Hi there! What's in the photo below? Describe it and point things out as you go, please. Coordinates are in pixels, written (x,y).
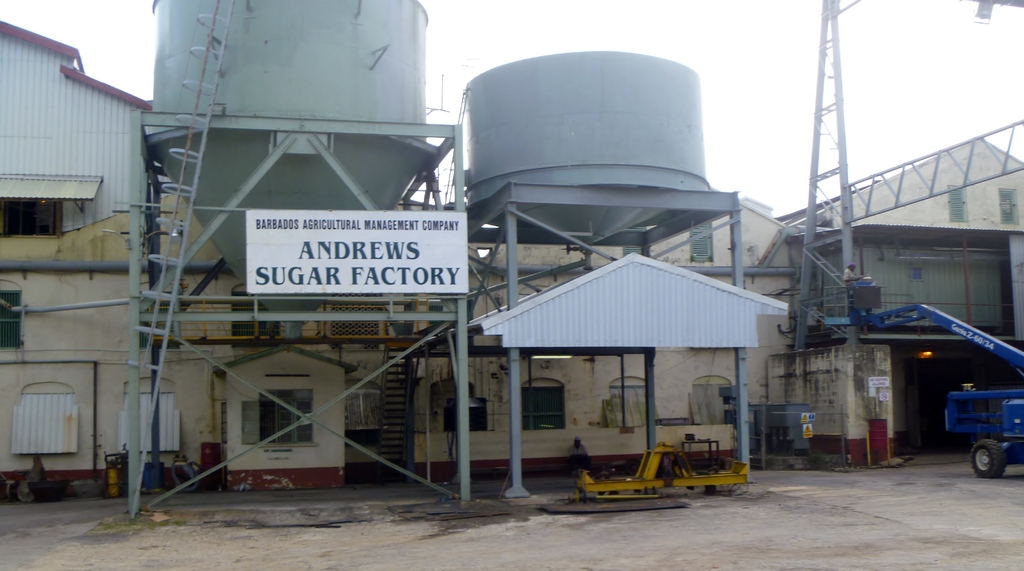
In this picture, we see a building (107,167) in white color. It might be a factory (685,401). In the middle (649,212), we see the tankers (241,164). We see a board (458,241) in white color with some text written on it. Below the shed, we see a yellow color vehicle (683,471). On the right side (980,458), we see a blue color vehicle (959,423). Beside that, we see the tower (837,59) and one person (851,283) is standing. At the bottom (546,529), we see the road (496,549). At the top (646,47), we see the sky (776,95).
